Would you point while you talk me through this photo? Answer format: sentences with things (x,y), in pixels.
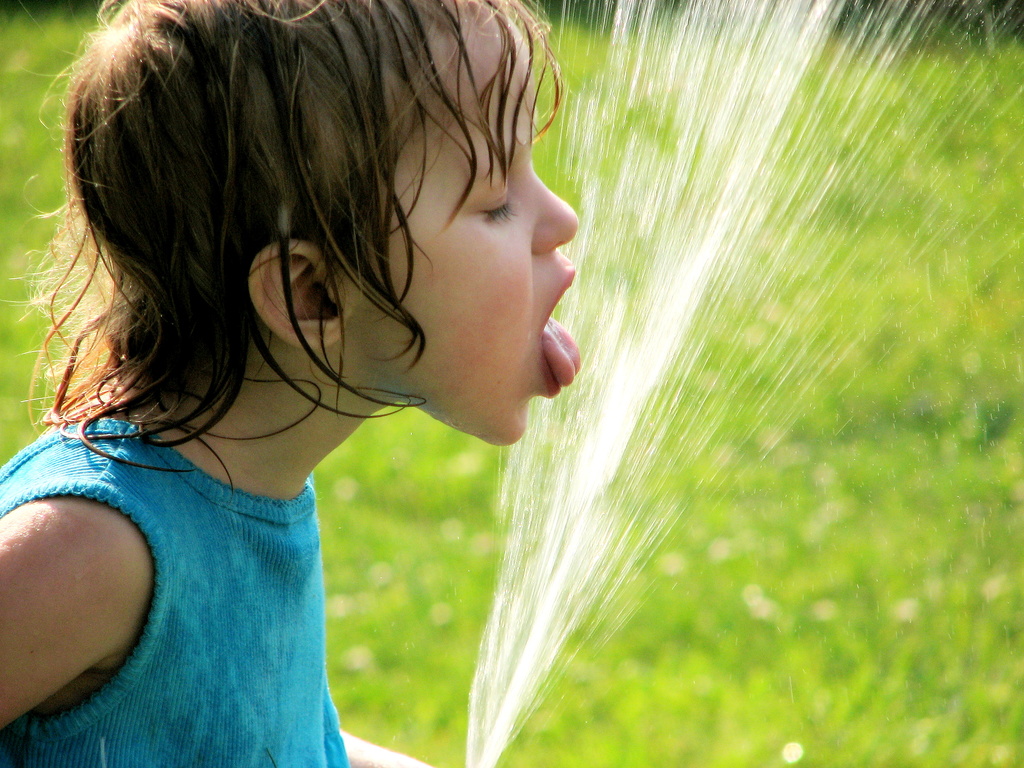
In front of the picture, we see the boy (275,532) wearing a blue T-shirt (257,645) is putting his tongue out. In front of him, we see water (583,463) and this might be a water fountain (621,508). In the background (464,759), we see the grass (421,714) and it is green in color. It is blurred in the background (787,620).
